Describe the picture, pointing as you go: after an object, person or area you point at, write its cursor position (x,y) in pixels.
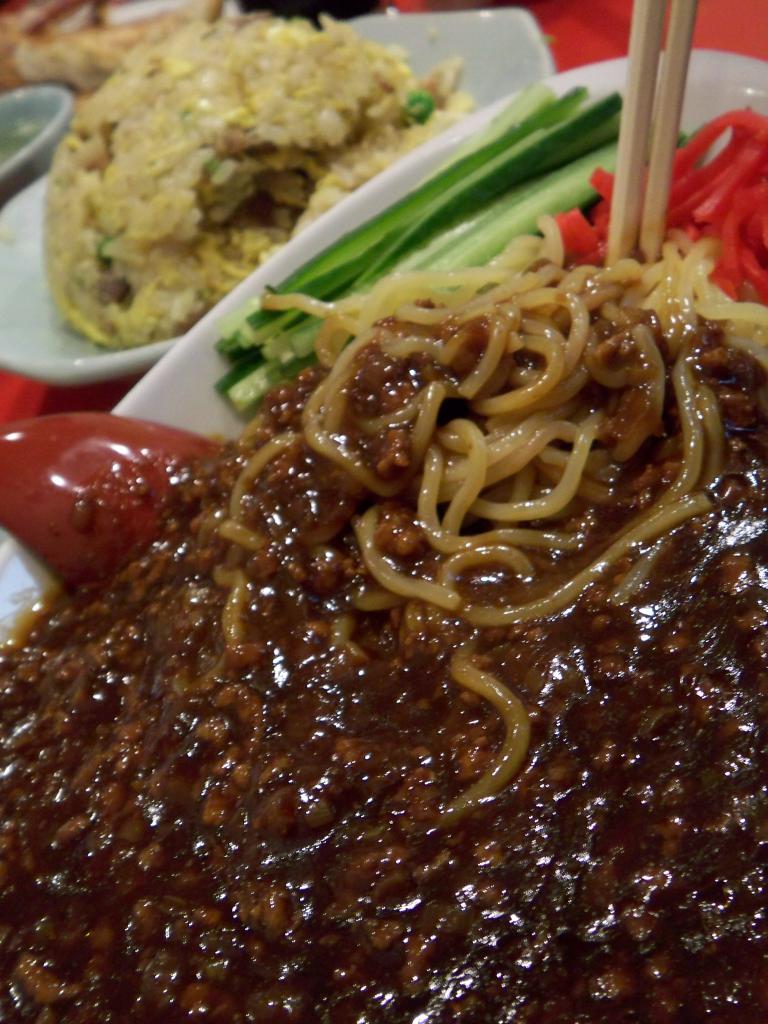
In this image we can see some food items (148,606) and chopsticks (636,151). The background of the image (116,243) is slightly blurred, where we can see some food items (244,134) are kept on the white color plate (451,57).
